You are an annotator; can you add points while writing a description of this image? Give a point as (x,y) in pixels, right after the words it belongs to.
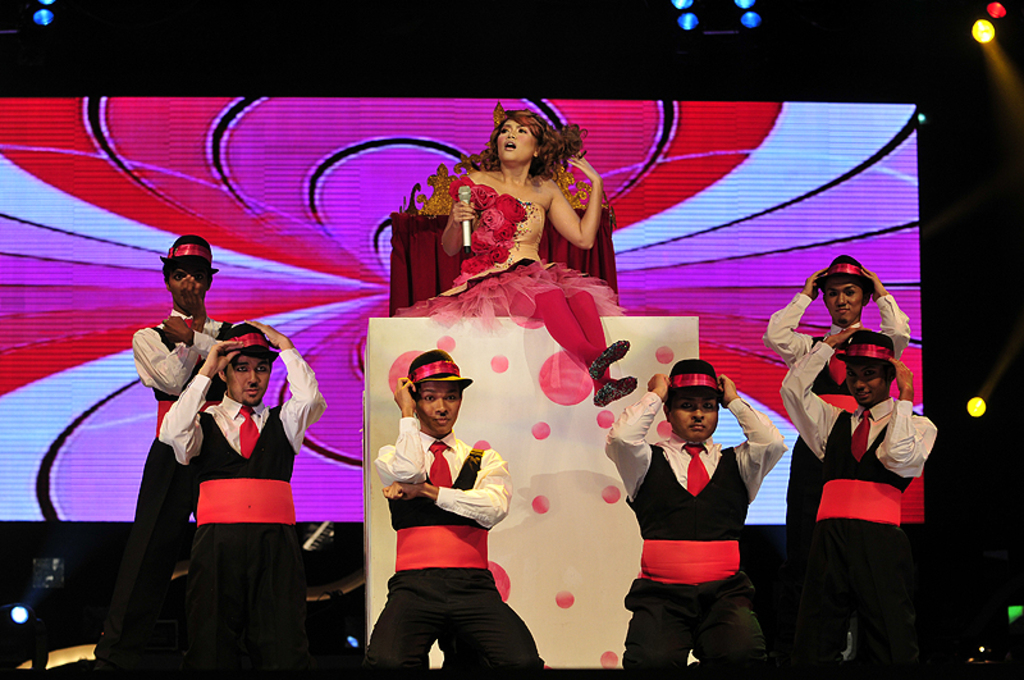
In this image, there are a few people (562,341). Among them, a lady (499,174) is holding a microphone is sitting on a white colored object (430,339). In the background (28,304), we can see the screen (820,146) and some lights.
